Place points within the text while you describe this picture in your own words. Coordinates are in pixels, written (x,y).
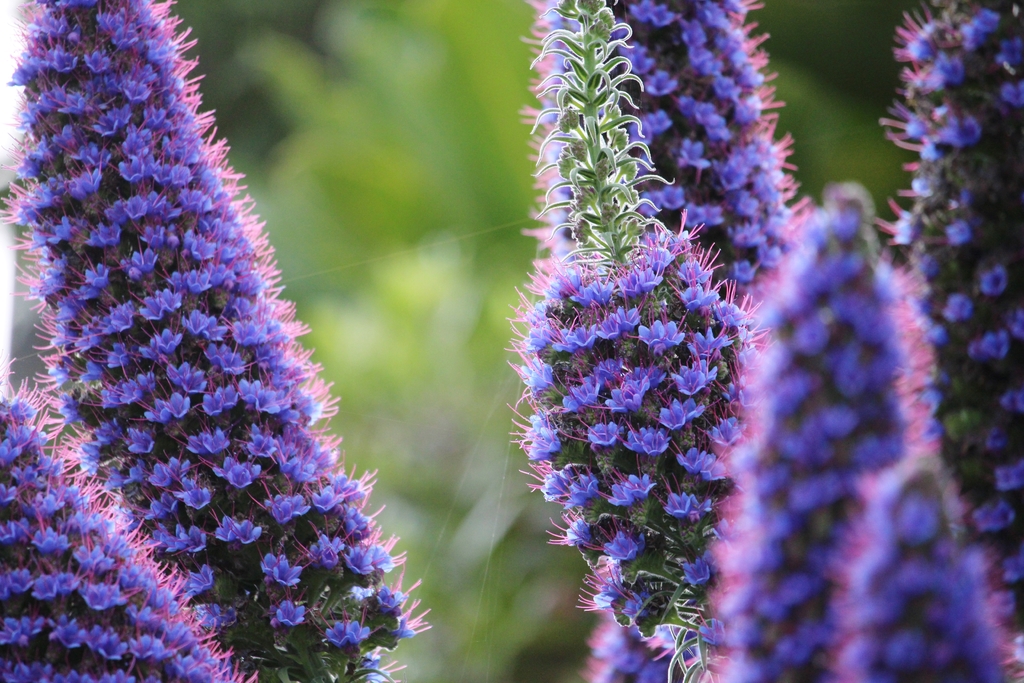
In this image there are few plants (534,221) having few flowers (585,302), leaves (633,210) and buds (582,233) to it. Background (494,555) there are few plants (463,355). Flowers (573,527) are in violet color.
